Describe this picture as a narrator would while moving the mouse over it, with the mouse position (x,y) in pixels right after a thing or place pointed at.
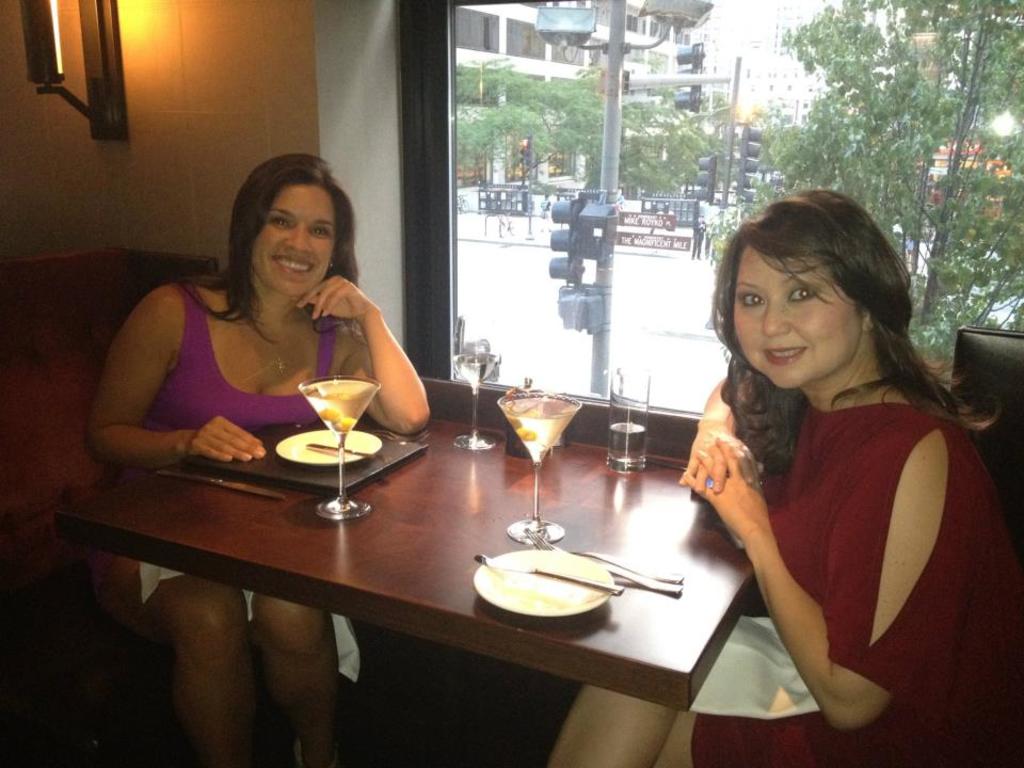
In this image i can see there are two women (129,374) are sitting on a chair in front of a table (430,537). On the table (449,538) i can see there few glasses (343,452), plates (314,442) and other objects (405,445) on it.
